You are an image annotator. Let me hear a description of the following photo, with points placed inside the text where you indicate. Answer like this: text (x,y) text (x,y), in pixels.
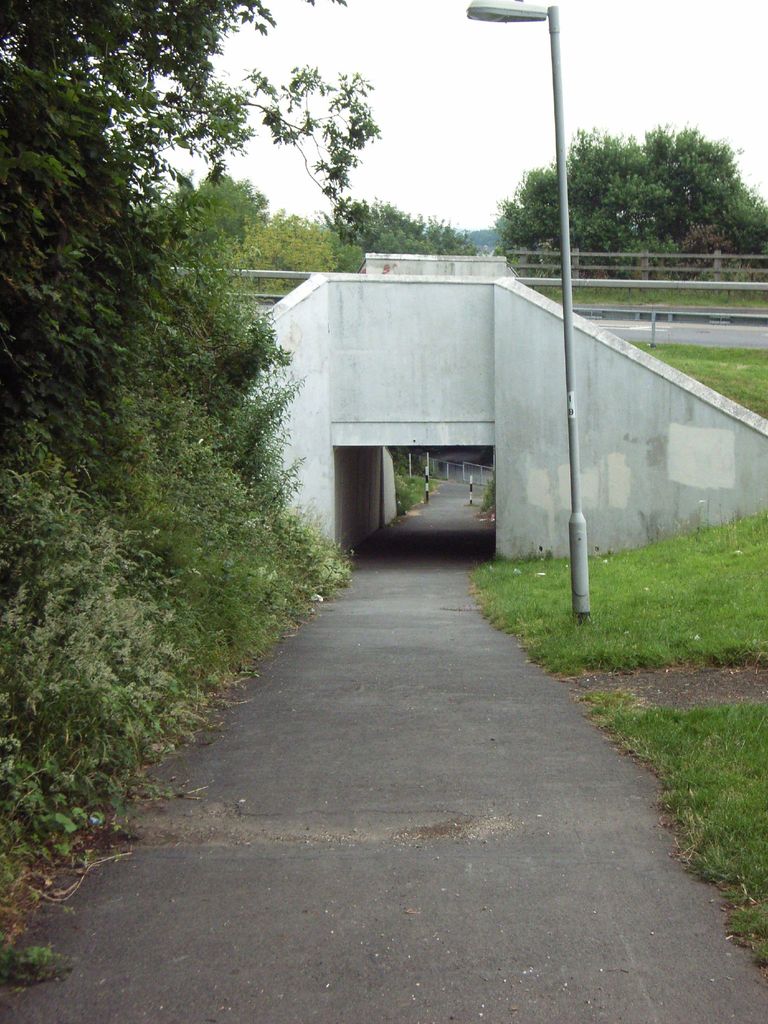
In this image we can see a bridge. There is a road (671,330) and underpass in the image. There are many plants (136,383) and grassy land (648,595) in the image. There is a street light (538,7) and a sky (486,133) in the image.
